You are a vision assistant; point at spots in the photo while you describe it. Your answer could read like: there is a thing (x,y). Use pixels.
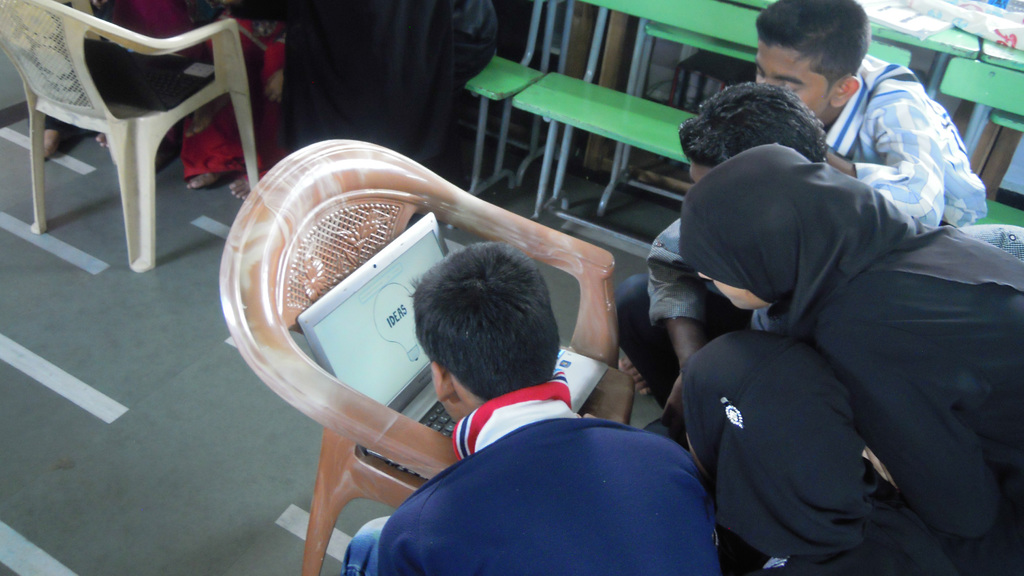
This picture shows few people (766,362) seated and a person (833,280) standing and we see a laptop (310,336) on the chair (482,219) and we see few benches (945,69).
